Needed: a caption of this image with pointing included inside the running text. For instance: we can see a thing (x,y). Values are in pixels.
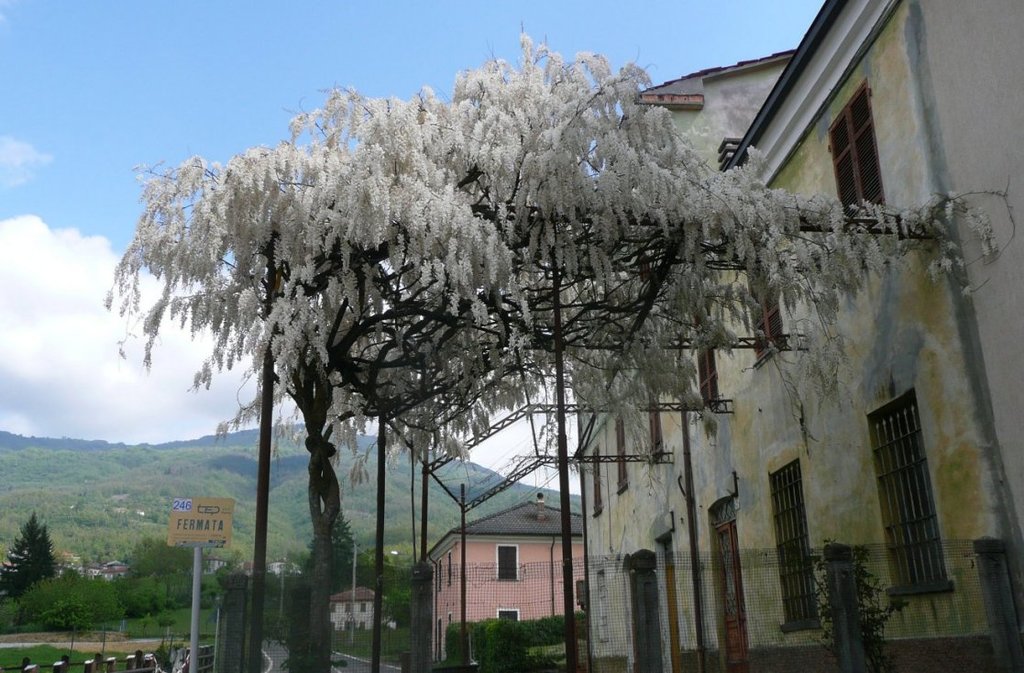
In this picture, it seems like a flower climber (414,331) in the center (601,289), there is a building structure (855,391) on the right side (802,347), there are poles (376,617), houses (362,617), trees (284,604), mountains (238,460) and the sky (39,430) in the background (124,523).
